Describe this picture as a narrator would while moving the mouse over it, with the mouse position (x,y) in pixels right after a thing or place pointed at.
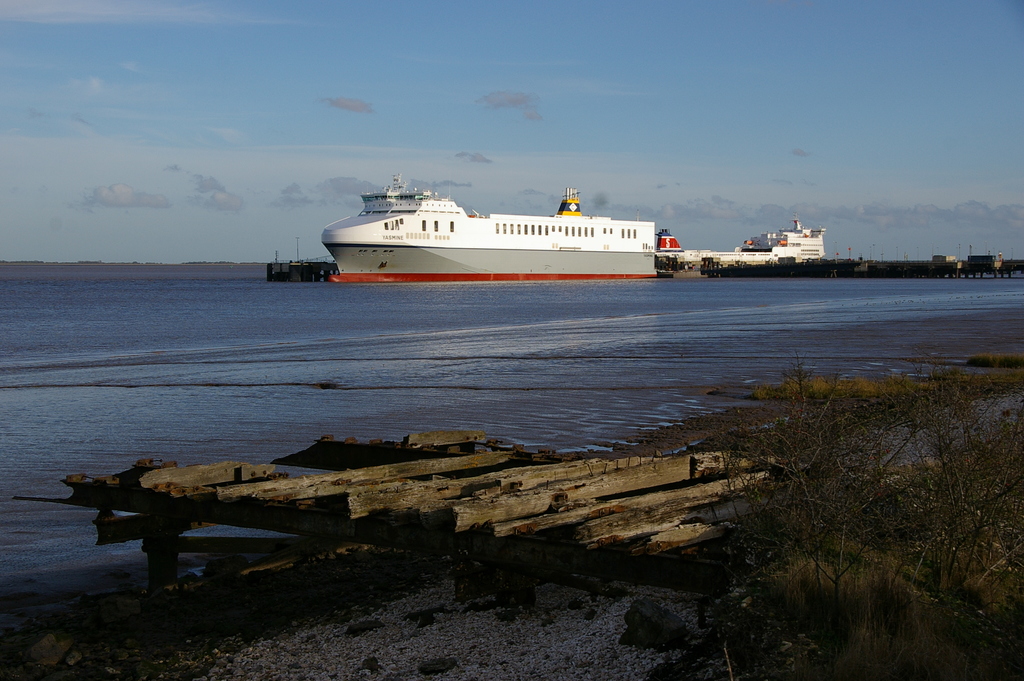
In this image in the middle (519,241), there are boats (546,245). At the bottom (639,537) there are plants (868,528), wooden sticks (436,517), water (363,402). At the top (322,149) there is sky (430,151) and clouds (204,182).
